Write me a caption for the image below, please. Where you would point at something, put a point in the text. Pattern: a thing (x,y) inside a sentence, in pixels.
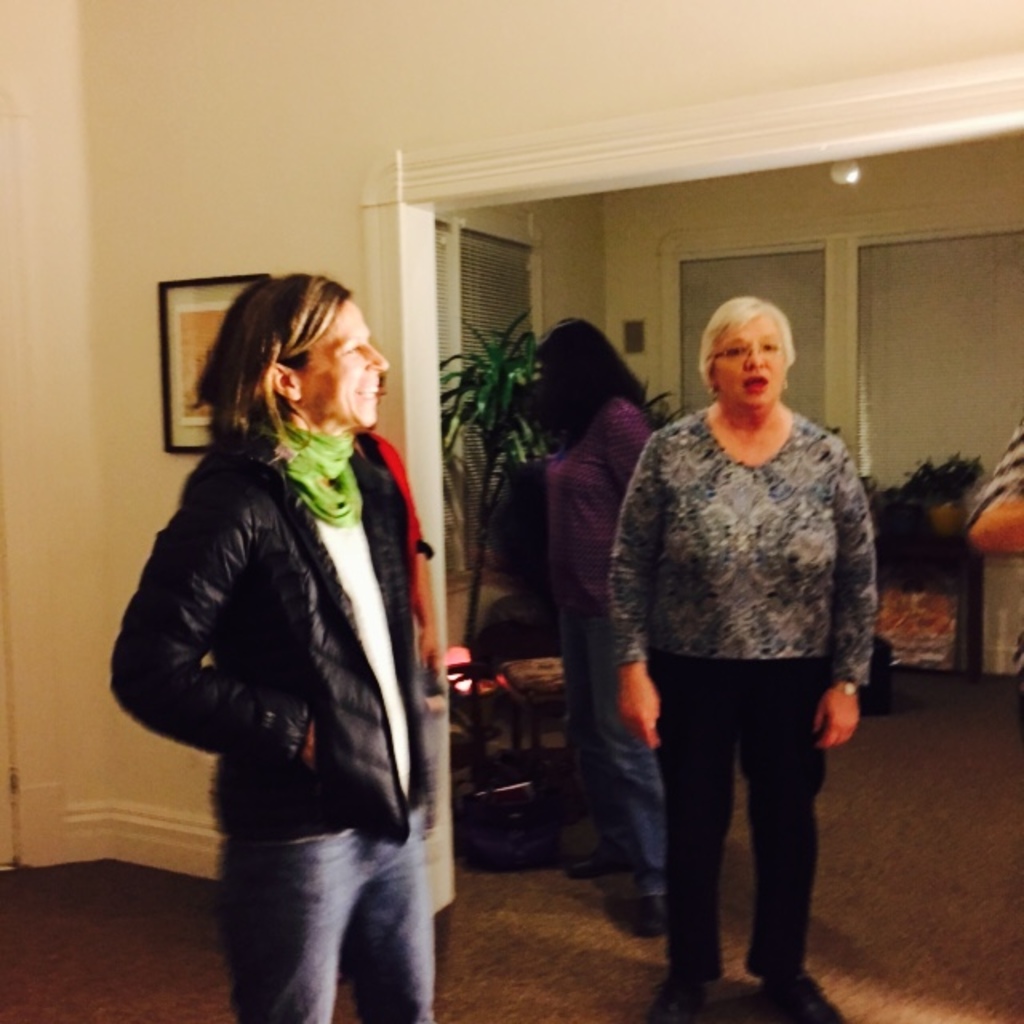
In this image, we can see few people (355,459) on the floor (529,893). Here a person (336,479) is smiling. Background (276,131) there is a wall (268,146), photo frame (187,372), few plants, window shades (973,435) and some objects (929,537).
